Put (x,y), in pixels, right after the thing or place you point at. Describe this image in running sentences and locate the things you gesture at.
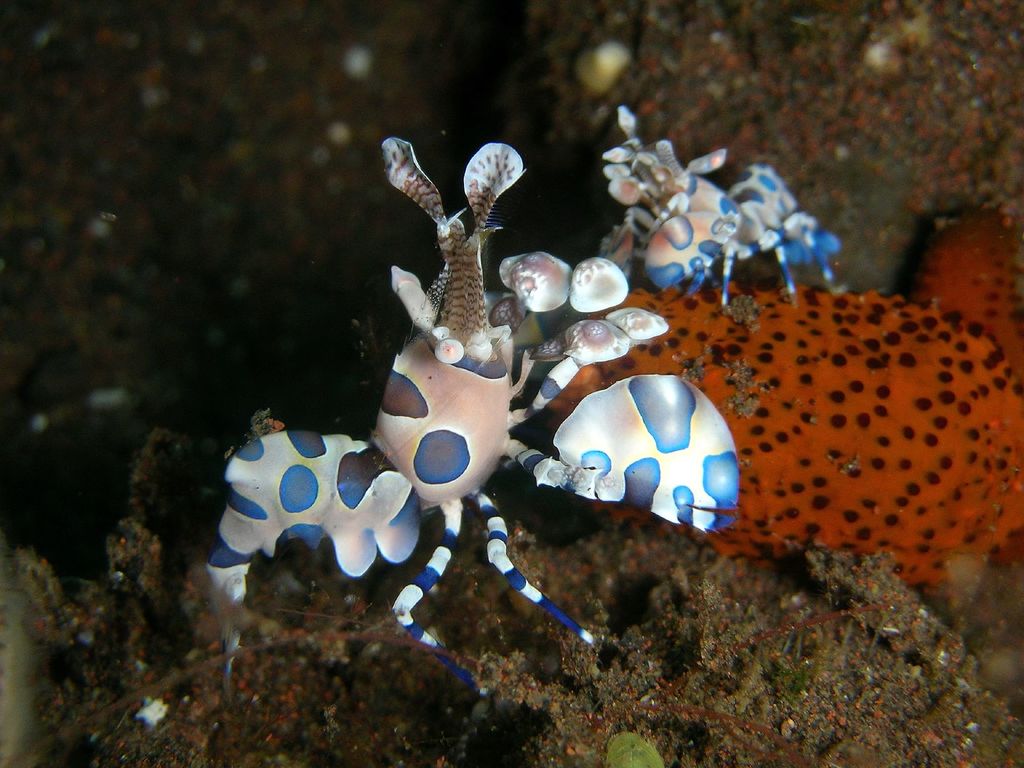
In this image I see 2 animals (502,384) which are of white and blue in color and I see the red and black color thing (857,383) over here and it is blurred in the background (146,131).
